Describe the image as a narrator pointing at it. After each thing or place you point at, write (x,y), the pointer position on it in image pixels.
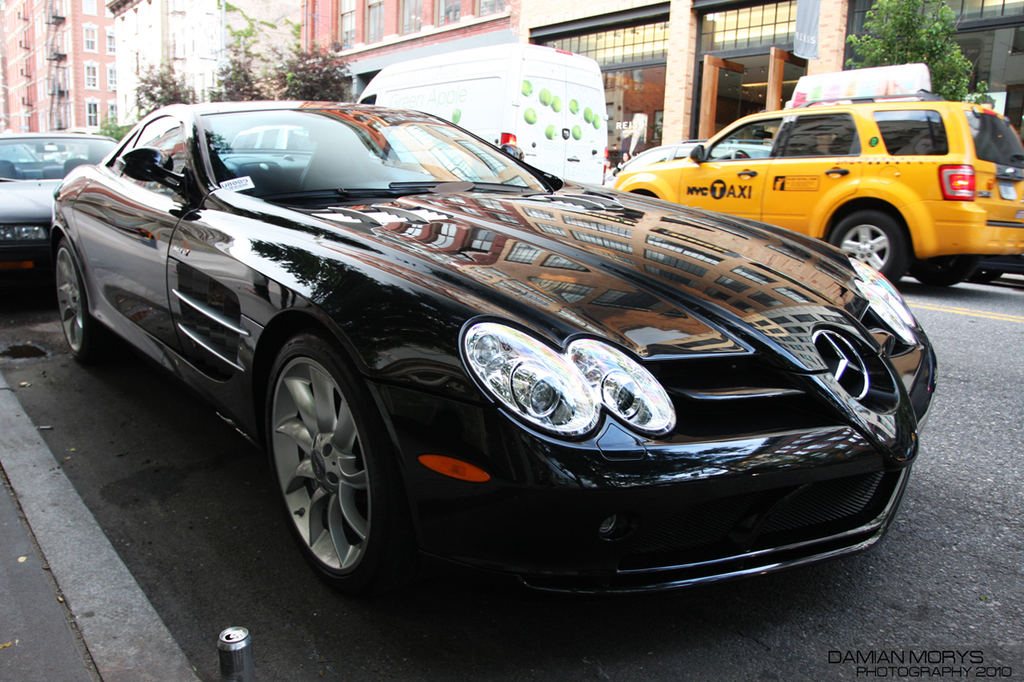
In this picture we can see few cars (537,351) on the road (980,449), in the background (205,81) we can find few trees (317,84) and buildings (100,67).
